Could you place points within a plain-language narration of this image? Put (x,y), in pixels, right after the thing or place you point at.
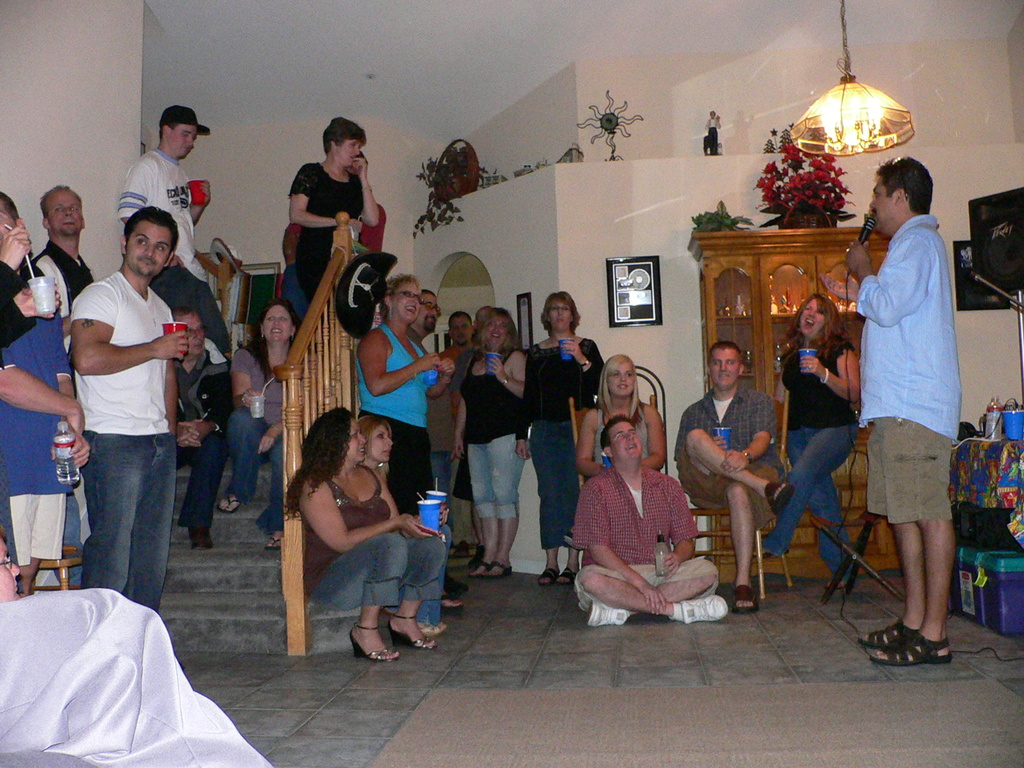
In this picture we can see a man (872,304) holding a mic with his hand (853,251), standing on the floor (674,626) and a group of people (570,483). In the background (436,172) we can see frames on the walls (588,275), cupboard (846,275), box (1002,583), cloth (990,490), flowers (778,182), basket (455,178), light (829,141) and some objects (220,255).
